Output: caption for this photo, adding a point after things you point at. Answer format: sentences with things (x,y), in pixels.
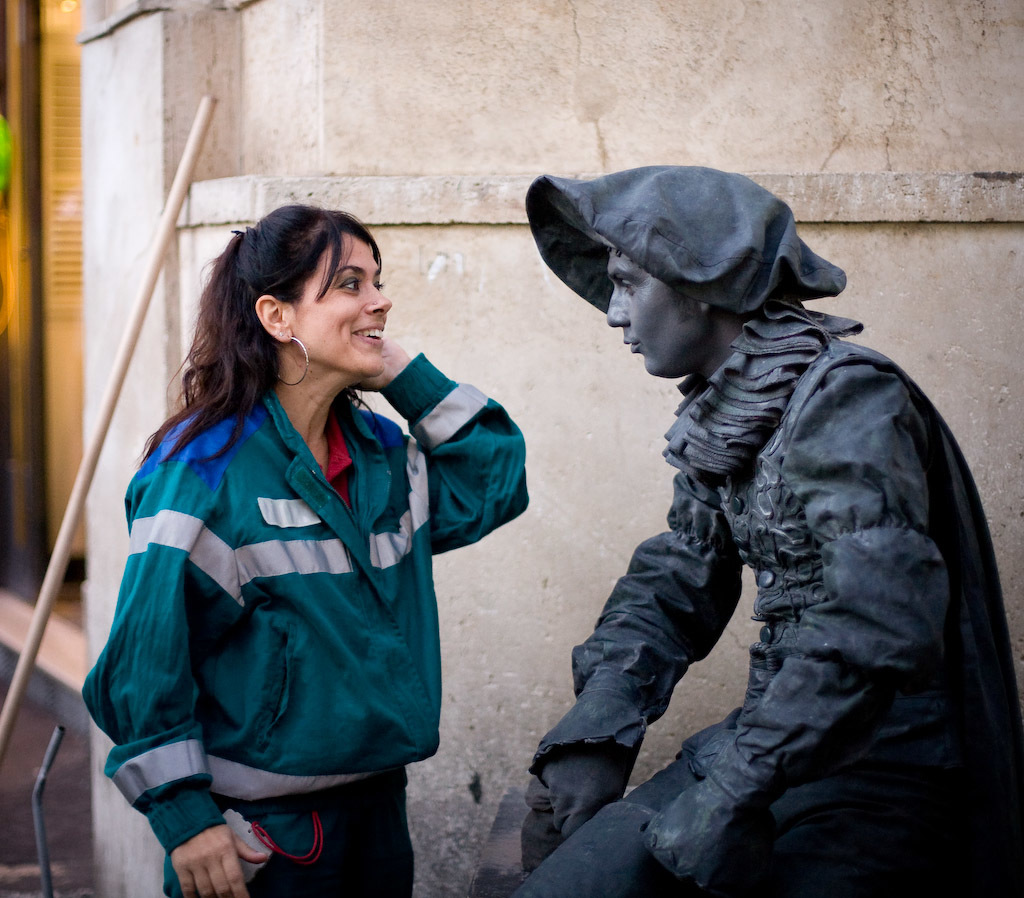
In the image we can see the woman (282,525) standing, wearing clothes (266,599), earrings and she is smiling. In front of her there is a sculpture (762,593) of a person (704,606) wearing clothes (705,393) and a hat (723,283). Here we can see the stick (142,309) and the wall (448,139).
